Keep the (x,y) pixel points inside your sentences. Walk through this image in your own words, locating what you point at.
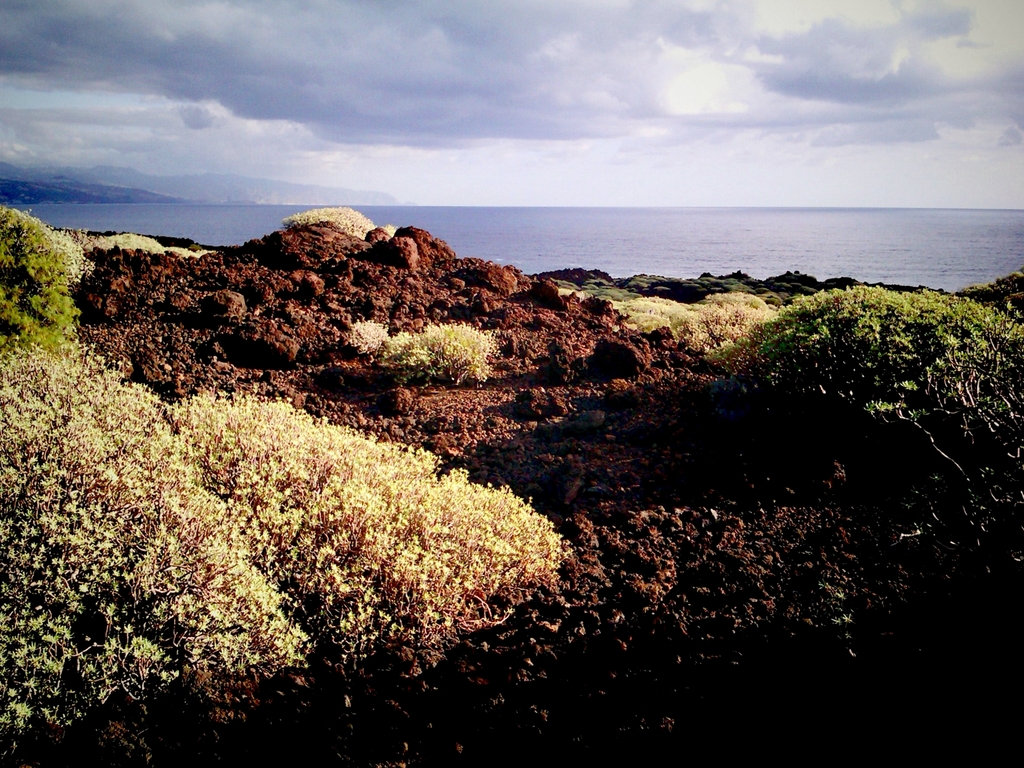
At the bottom of the image (249,654) on the ground (806,585) there are small plants (231,469) and also there are stones (466,299). Behind the ground (120,267) there is water (491,213). At the top of the image (152,171) there is sky (442,163) with clouds (477,163).
